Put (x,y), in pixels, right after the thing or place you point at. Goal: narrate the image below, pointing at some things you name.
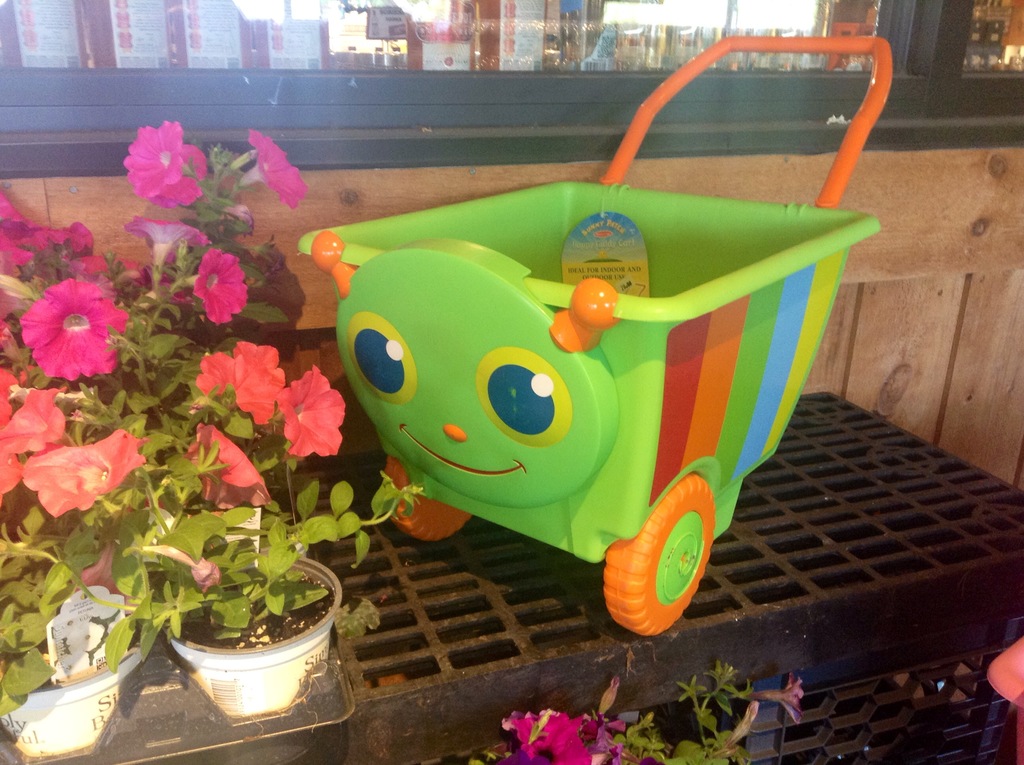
In the picture we can see a wooden wall (910,424) with a glass window (492,1) and a black frame (688,131) to it and near it, we can see a desk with some toy cart (463,492) and besides it, we can see some plants (411,507) with flowers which are orange and pink in color and under it also we can see some plants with flowers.
